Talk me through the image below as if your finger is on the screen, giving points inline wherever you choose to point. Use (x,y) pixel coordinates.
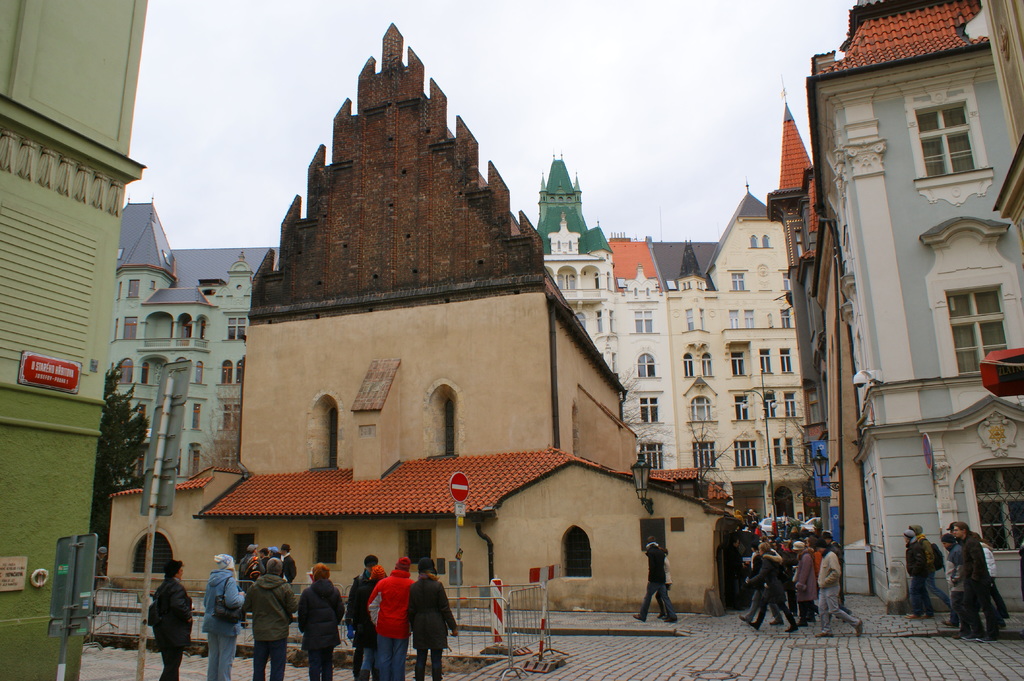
In this image we can see persons (664,554), sign board (455,498), street lights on the road (701,664). In the background (617,486) we can see buildings (244,411), trees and sky (565,106).
